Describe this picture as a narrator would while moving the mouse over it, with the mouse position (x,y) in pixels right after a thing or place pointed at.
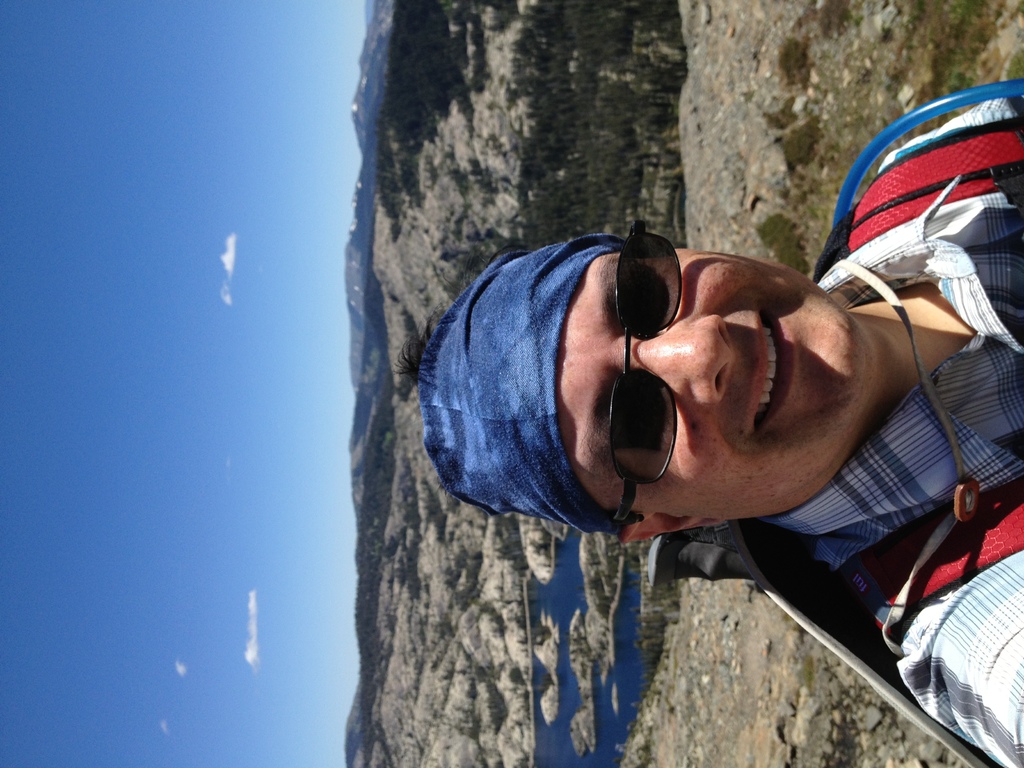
In front of the image there is a person's face (664,382) with a smile on his face (771,423), behind the person (779,467) there are water (575,574), trees (581,185), rocky mountains (386,534). At the top of the image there are clouds (253,635) in the sky (348,393).
